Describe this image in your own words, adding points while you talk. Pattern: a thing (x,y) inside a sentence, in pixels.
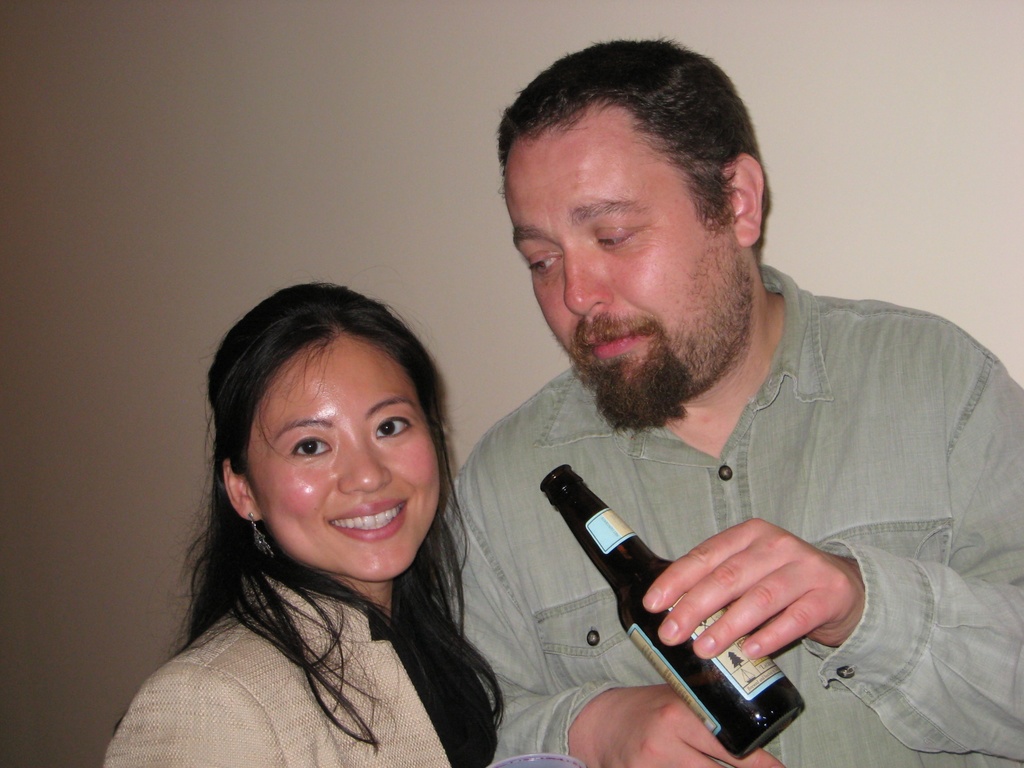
On the background (411,108) there is a wall (328,86). We can see this man (553,98) holding a bottle (626,593) in his hand (677,560) and staring at this woman (335,461) and she is carrying a beautiful smile (376,528) on her face (375,552).
